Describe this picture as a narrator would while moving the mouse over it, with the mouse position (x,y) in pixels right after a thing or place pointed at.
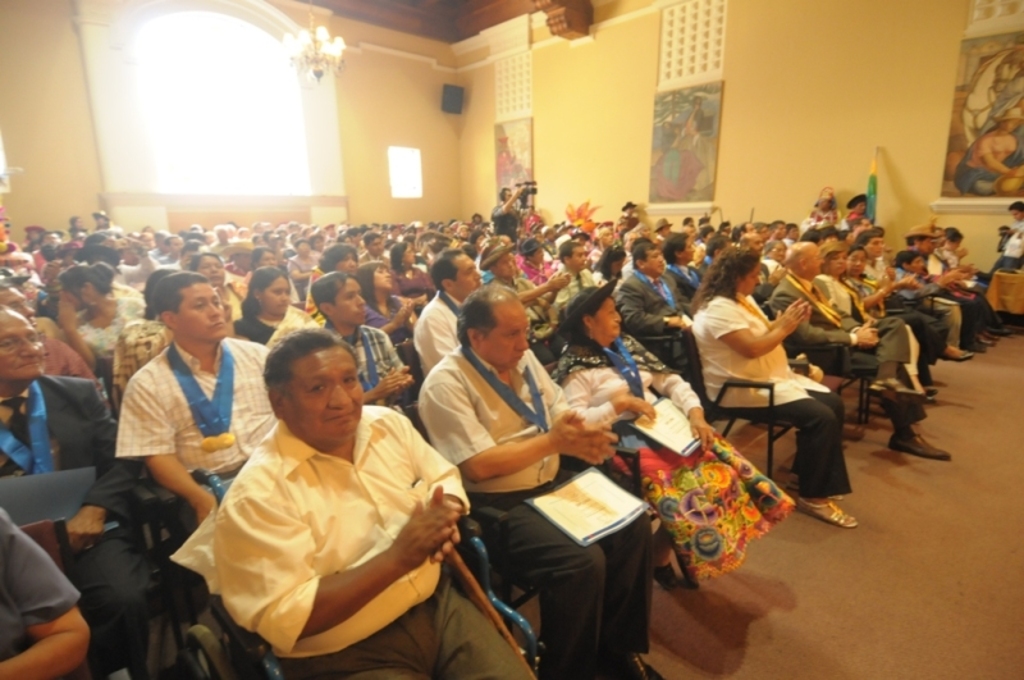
This picture describes about group of people (436,387), few are seated and few are standing, in the middle of the image (506,236) we can see a person (512,210) is holding camera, in the background (321,33) we can find a light (318,54), and also we can see few paintings (959,112) and a speaker (448,107) on the wall (460,115).
